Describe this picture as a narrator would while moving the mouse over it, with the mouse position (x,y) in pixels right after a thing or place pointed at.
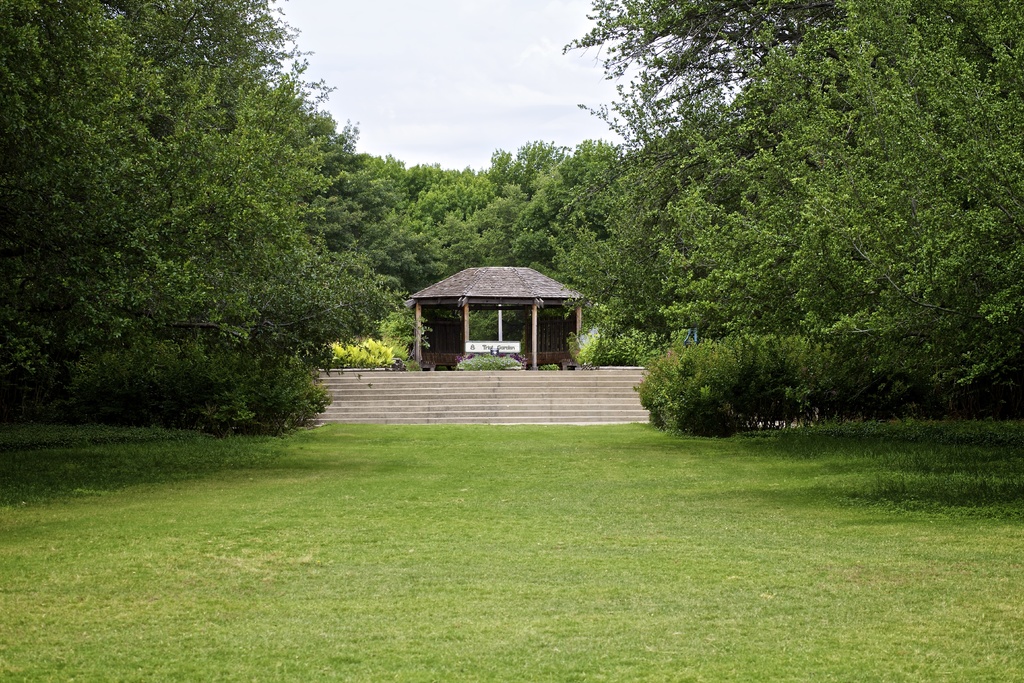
In the background of this image (479,326), there is a shed (471,277) to which there are trees (735,236) around it. In the middle of the picture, there are few stairs (493,400). At bottom (596,560), there is grass (519,589) and on top there is the sky (463,70).
